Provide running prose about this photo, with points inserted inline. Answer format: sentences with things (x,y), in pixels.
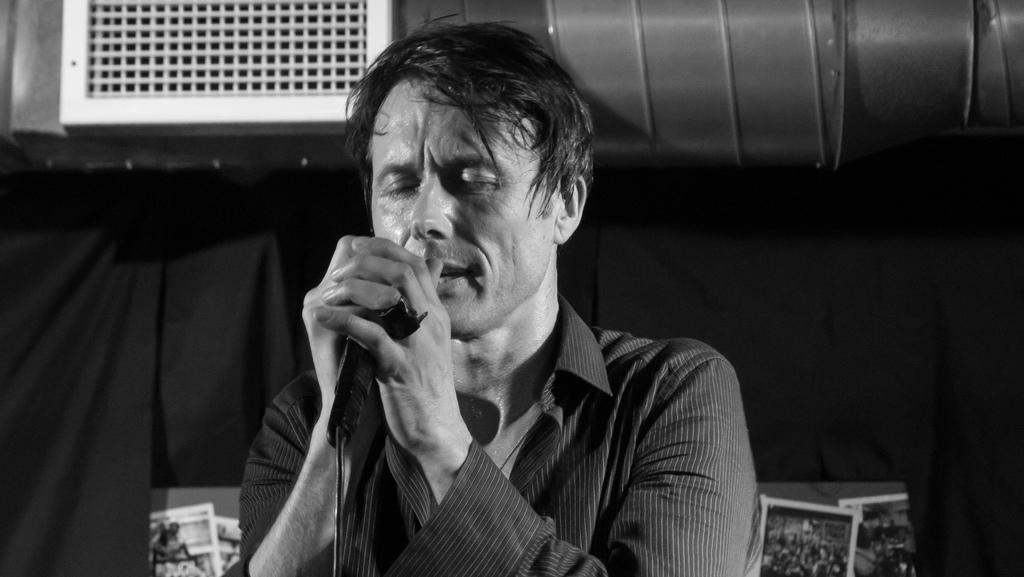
In the middle of the image (565,362) we can see a man (522,396), he is holding a microphone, behind to him we can see an air conditioner pipe (658,110), and it is a black and white photography.
